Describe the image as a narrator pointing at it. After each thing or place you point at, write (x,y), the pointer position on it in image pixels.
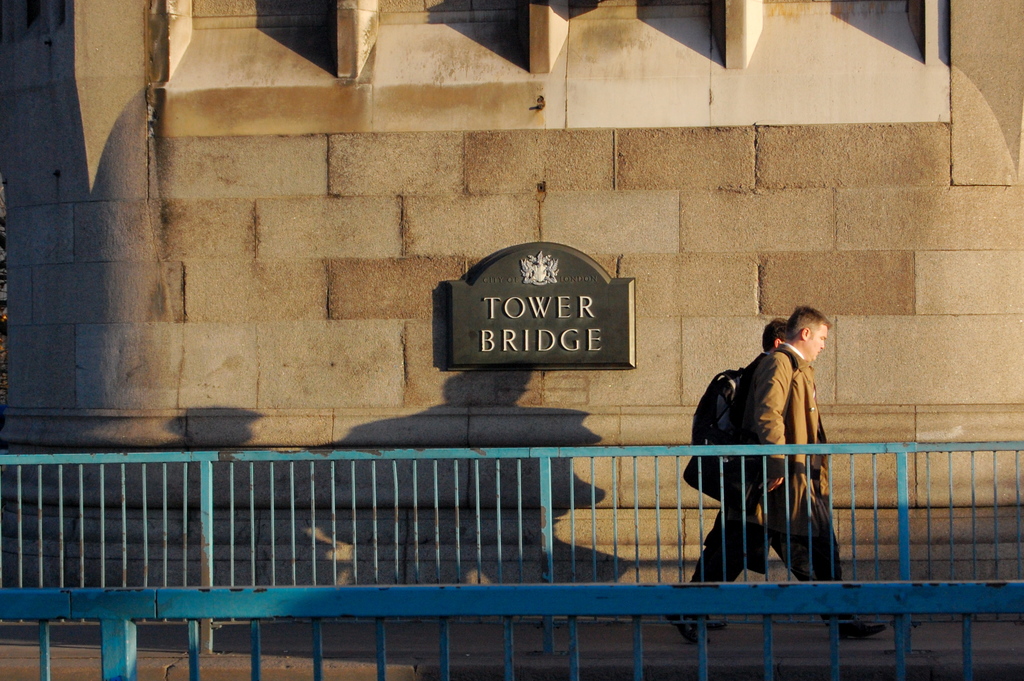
In the image we can see there are people (803,383) walking on the bridge (802,659) and there is a building (341,223). It's written ¨Tower Bridge¨ on the grid (555,320) of the building (240,521).
